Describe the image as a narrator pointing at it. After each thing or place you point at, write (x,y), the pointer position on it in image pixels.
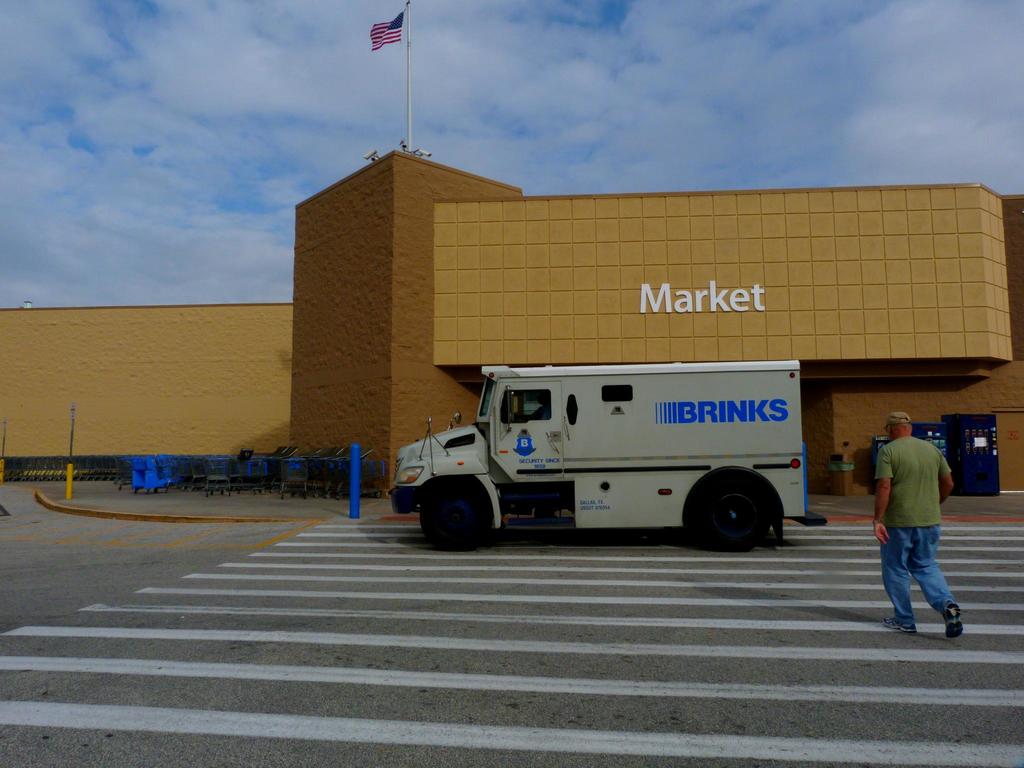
In this picture I can observe white color vehicle (488,490) on the road (392,608). I can observe zebra crossing (371,635). There is a person (898,549) walking on the road (861,558). In the background (262,334) there is a building (340,328) and some clouds (346,117) in the sky (609,127).
